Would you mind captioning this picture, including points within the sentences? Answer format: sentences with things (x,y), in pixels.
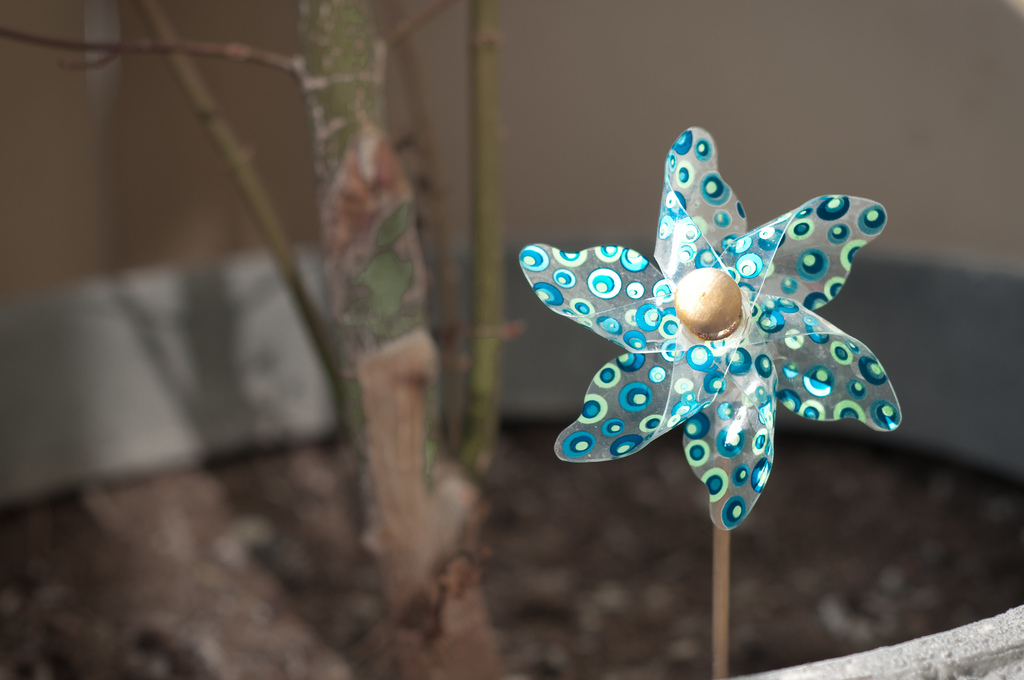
In this image I can see a flower (728,498) made up of plastic (818,248). I can also see paintings (821,387) on it.
